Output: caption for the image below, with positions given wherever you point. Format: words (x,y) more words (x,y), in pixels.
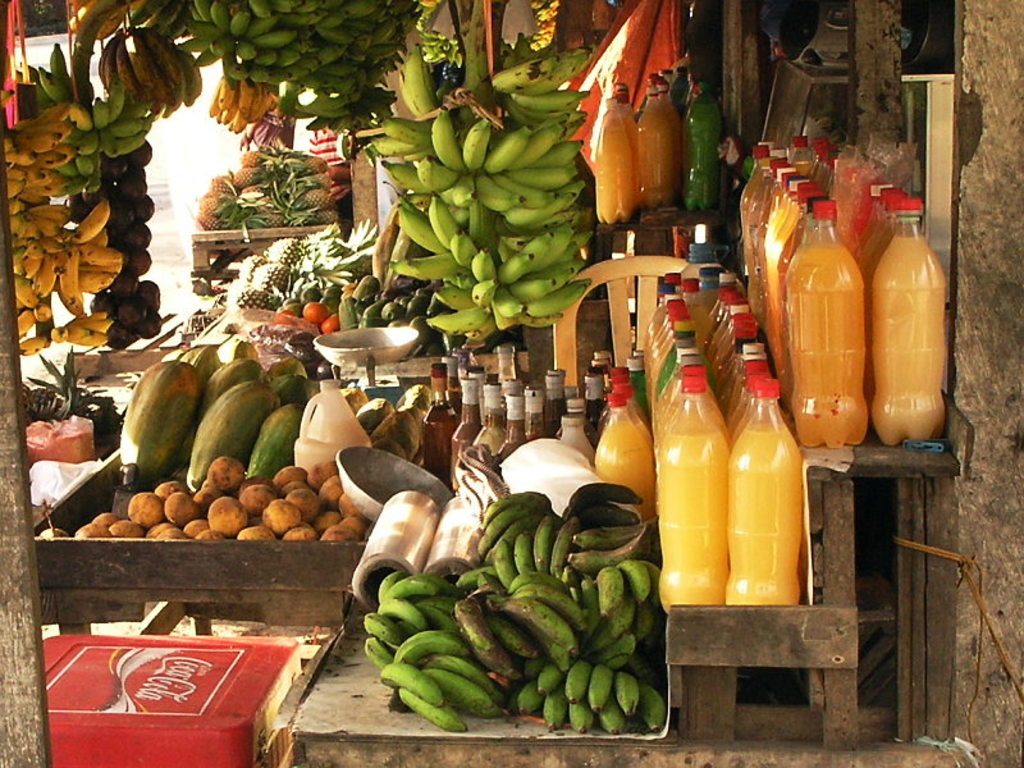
In the image there is a small store (385,373), it has some vegetables (228,484), fruits (328,318) and on the right side (684,361) there are some drinks (792,230) filled in the bottles (835,216).
